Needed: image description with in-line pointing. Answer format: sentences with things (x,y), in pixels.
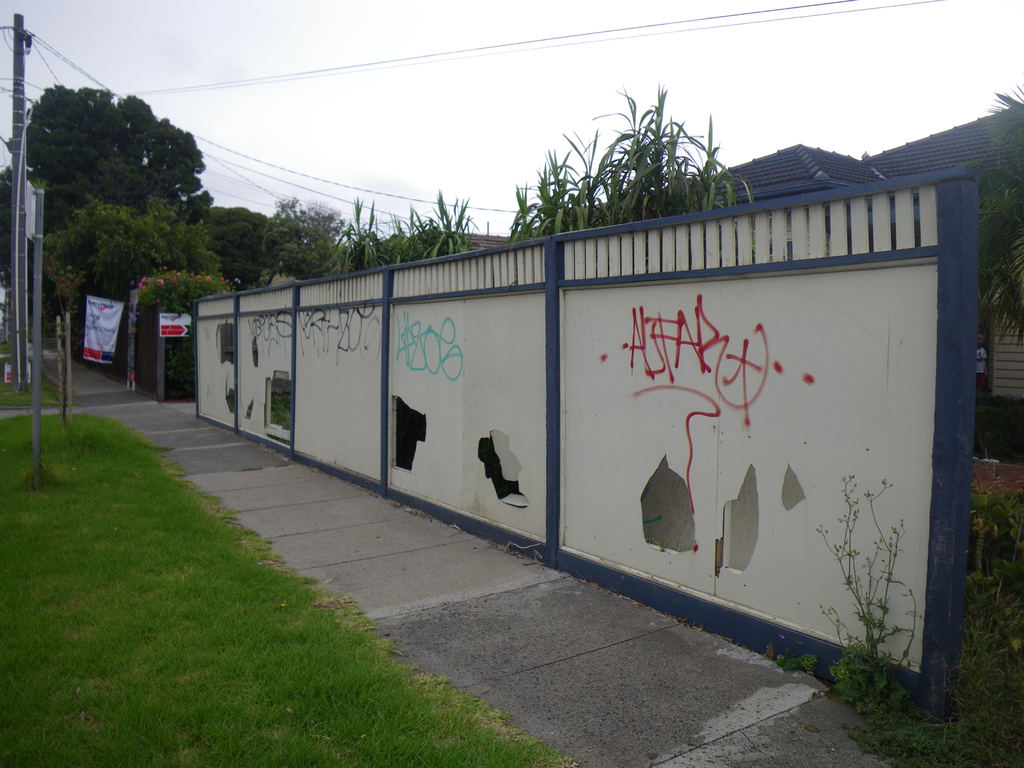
In this image I can see the path (586,683), some grass (184,579), few metal poles (17,76), a banner (109,331), few sign boards (189,324), a wall (471,349) which is white and blue in color, few trees (95,282) and in the background (861,173) I can see few wires (258,159), a building (942,165) and the sky (570,78).
